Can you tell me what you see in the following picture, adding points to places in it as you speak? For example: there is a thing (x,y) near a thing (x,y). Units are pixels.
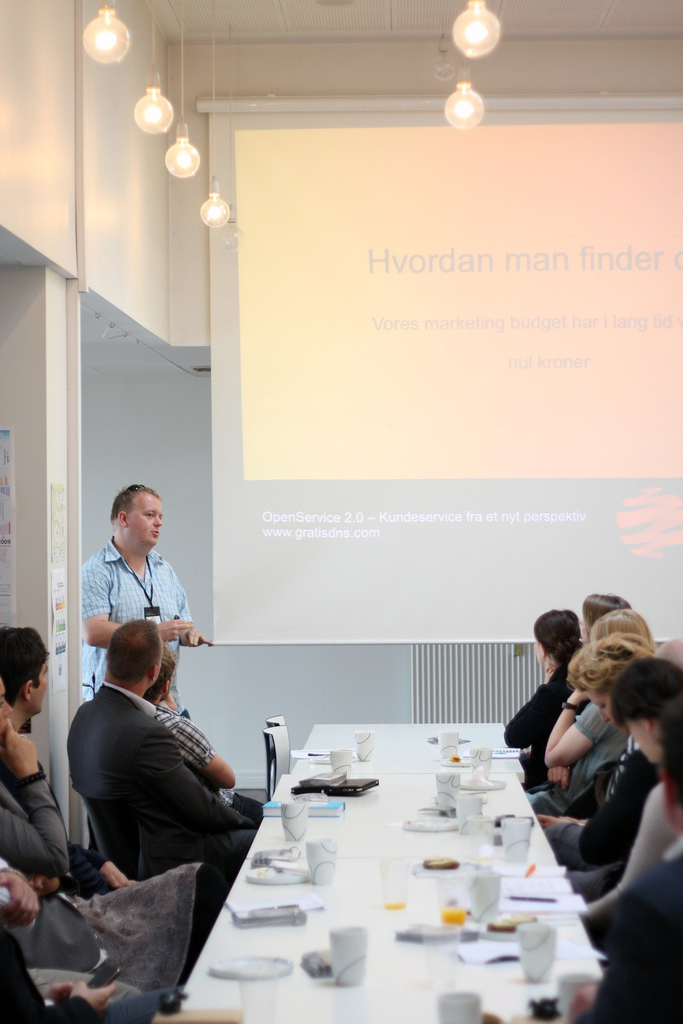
The picture is taken inside a room (476,679) and there are few people (154,780) in the room (463,679). People (170,766) are seated on chairs (110,825) at the table (284,795) and looking at the board (300,537). There are cups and books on the table (343,897). On the projector board (399,433) some text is displayed. the man (177,603) standing is addressing the crowd (163,772) and he is wearing a tag (154,605). There are bulbs (194,156) hanged to the ceiling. In the background (156,445) there is wall (163,450).
